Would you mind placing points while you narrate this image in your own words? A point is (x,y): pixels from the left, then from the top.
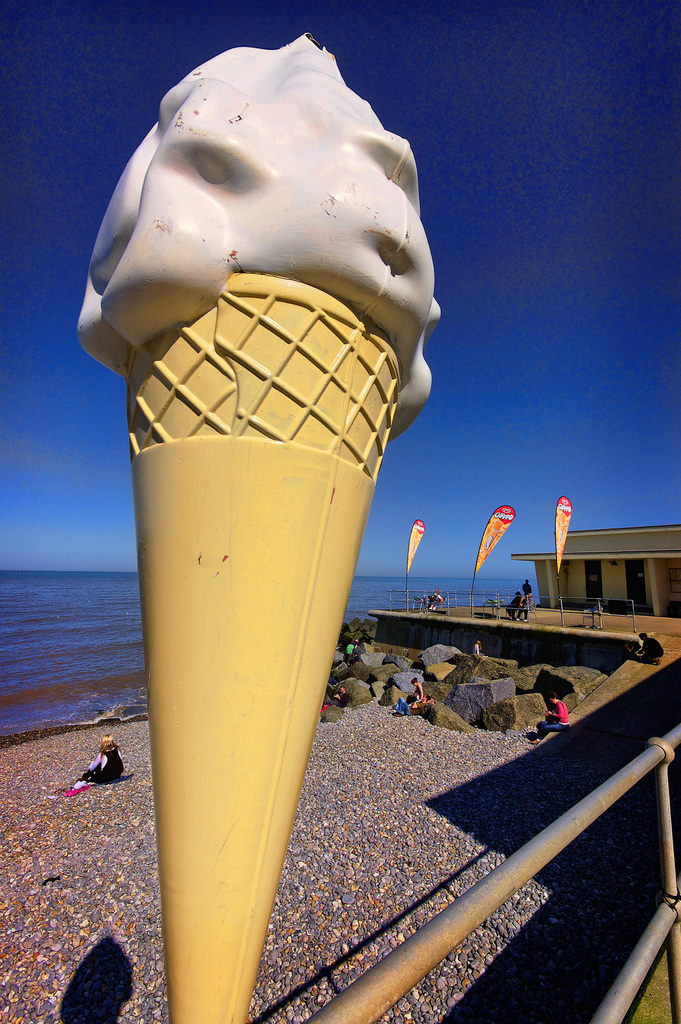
In this image, we can see a statue (288,558) of an ice cream (250,619). Background (674,556) we can see few people (559,709), stones (343,657), house (639,559), water (454,605), banners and sky (506,295). On the right side (658,810) bottom, we can see rods (651,759).
